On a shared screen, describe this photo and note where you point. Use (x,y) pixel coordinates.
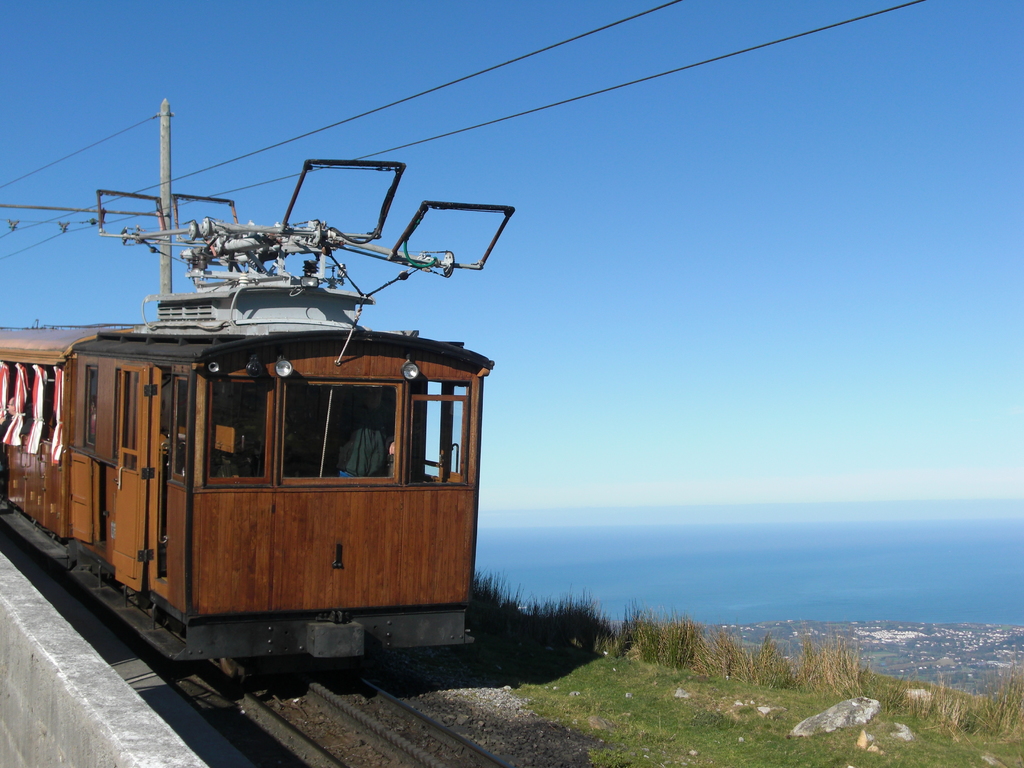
In this picture there is a train (123,498) on the left side of the image (200,454) on the tracks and there is grassland (676,648) at the bottom side of the image (703,685), there are wires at the top side of the image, there is sky (601,153) at the top side of the image (737,104).
